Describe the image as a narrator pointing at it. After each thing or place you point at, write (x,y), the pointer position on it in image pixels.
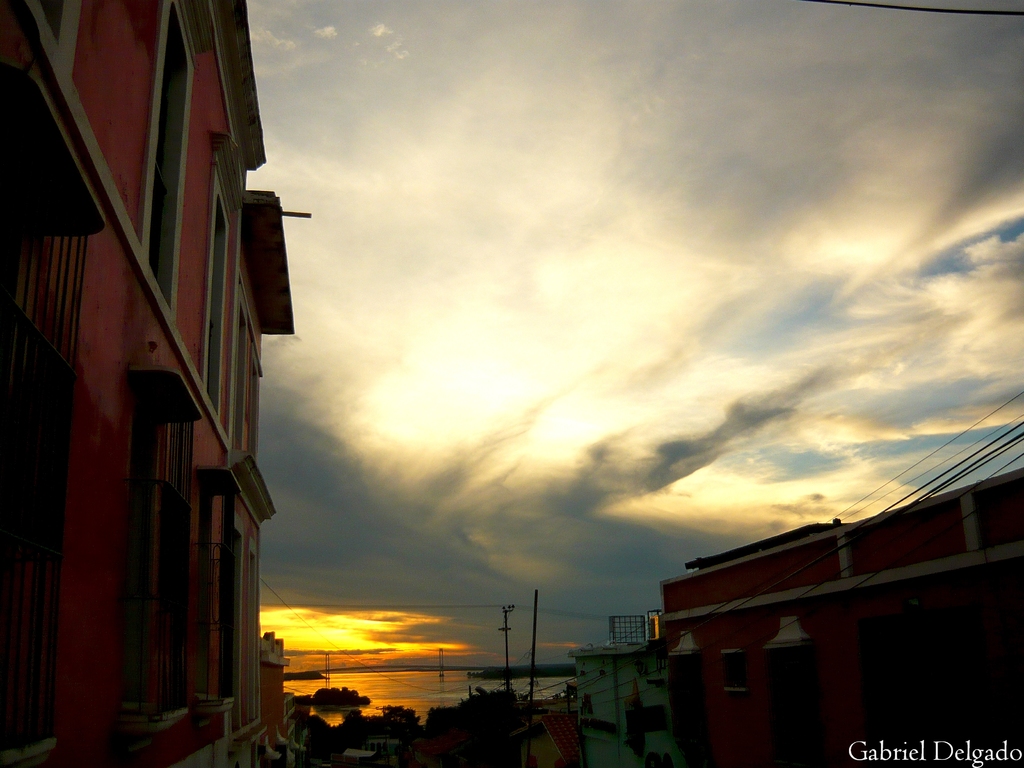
In the picture I can see few buildings (590,686) and trees (499,707) on either sides and there is water (413,673) in the background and the sky (360,537) is a bit cloudy.
